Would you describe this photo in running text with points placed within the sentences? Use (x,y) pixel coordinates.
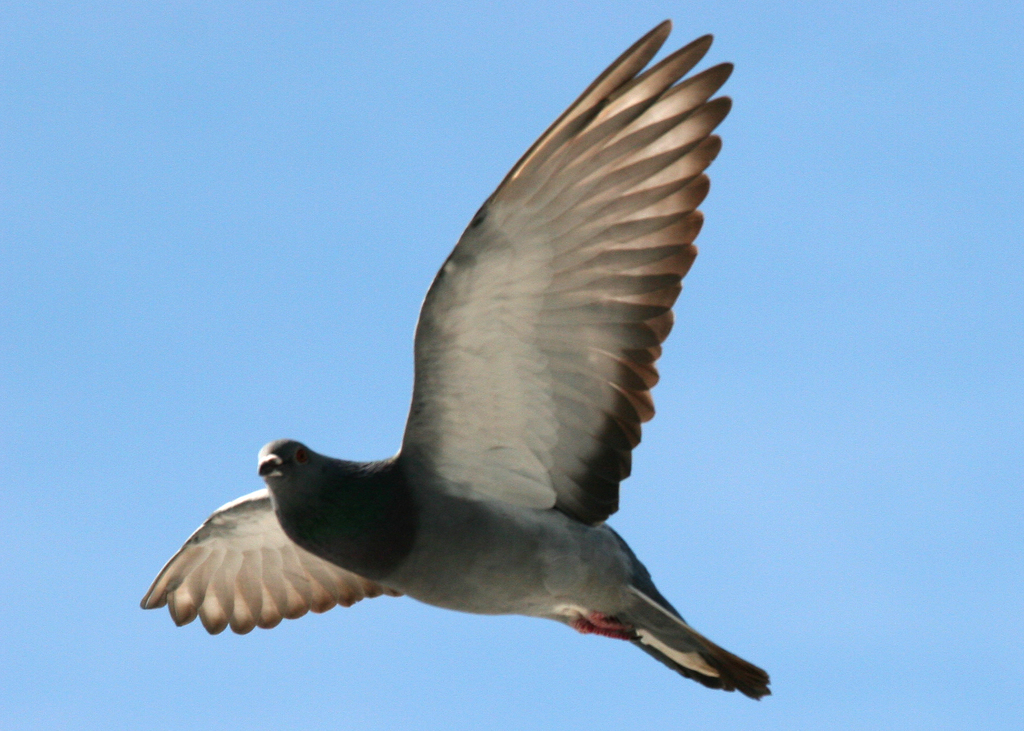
In this image in the center (513,324) there is one bird (488,514) flying, and in the background (875,517) there is sky (329,629).
